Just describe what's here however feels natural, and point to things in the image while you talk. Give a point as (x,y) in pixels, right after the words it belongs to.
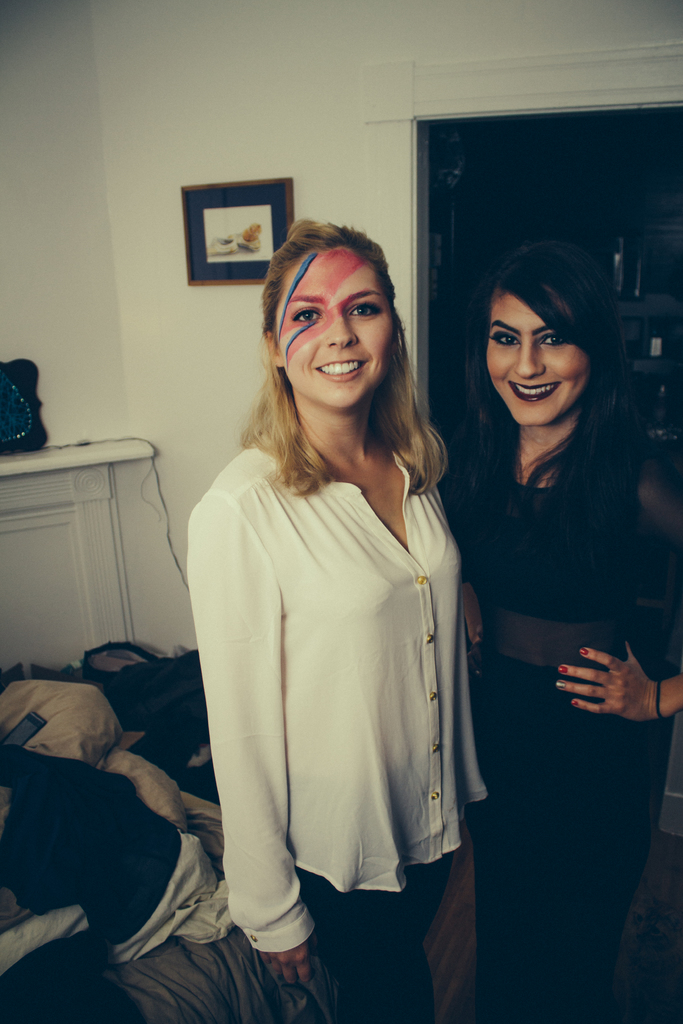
In this image there are two women (399,501) standing with a smile on their face (371,350), behind them there is a bed (198,974) with a few clothes (125,936) on it. In the background (136,441) there is an object (37,430) on the shelf (81,467) and there is a frame (261,266) hanging on the wall (361,16).
